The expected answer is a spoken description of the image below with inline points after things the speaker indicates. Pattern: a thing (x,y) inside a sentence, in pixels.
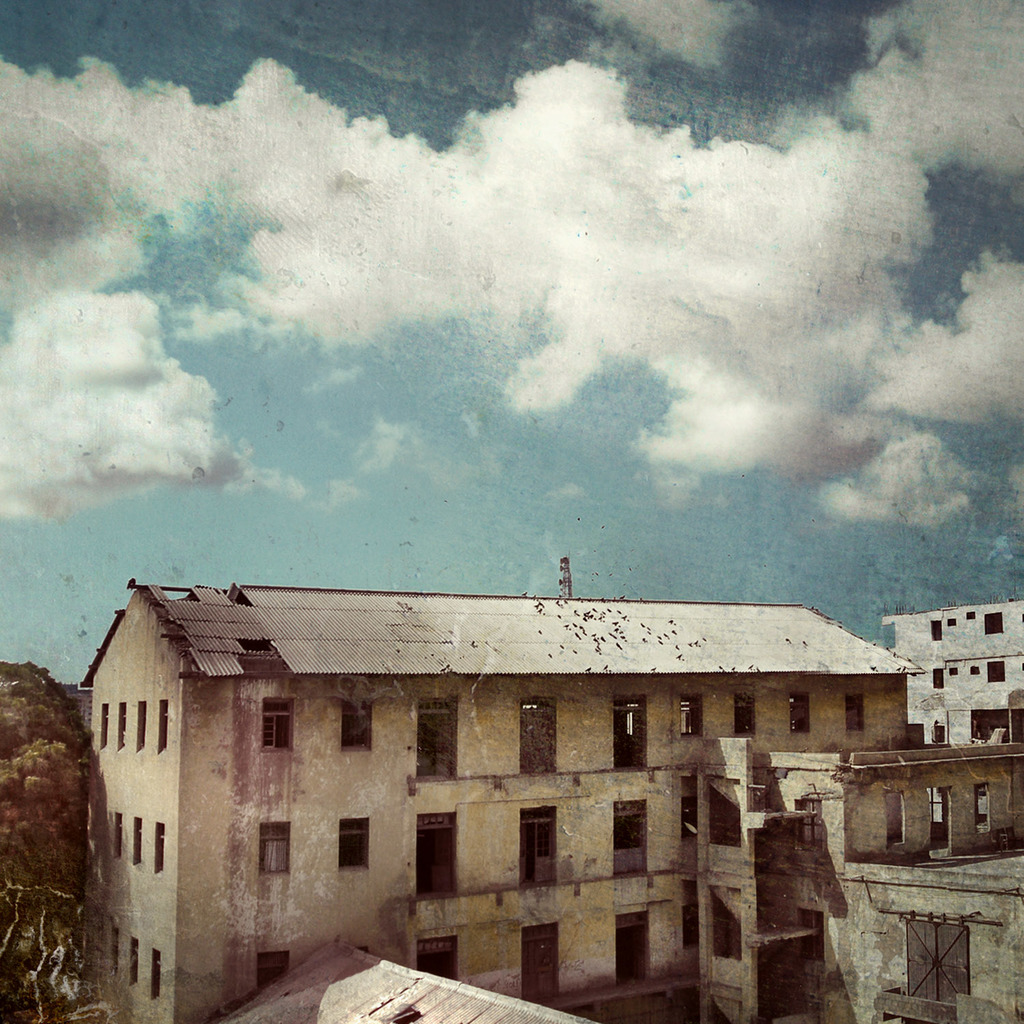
At the bottom of the image (494,791) there are buildings (681,822). On the left (70,858) there is a tree (82,827). At the top (629,199) there is sky (464,315).
